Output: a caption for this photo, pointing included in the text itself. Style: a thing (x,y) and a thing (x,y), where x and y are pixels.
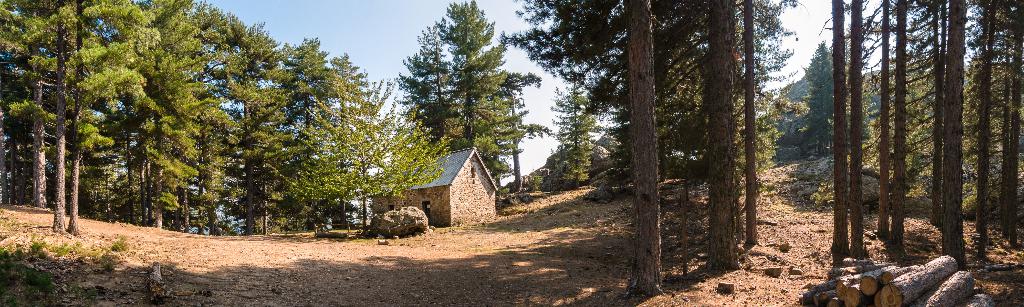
In this image I can see few trees (295,124) in green color and I can also see the house (453,196). In the background (420,23) the sky (399,16) is in white and blue color.
